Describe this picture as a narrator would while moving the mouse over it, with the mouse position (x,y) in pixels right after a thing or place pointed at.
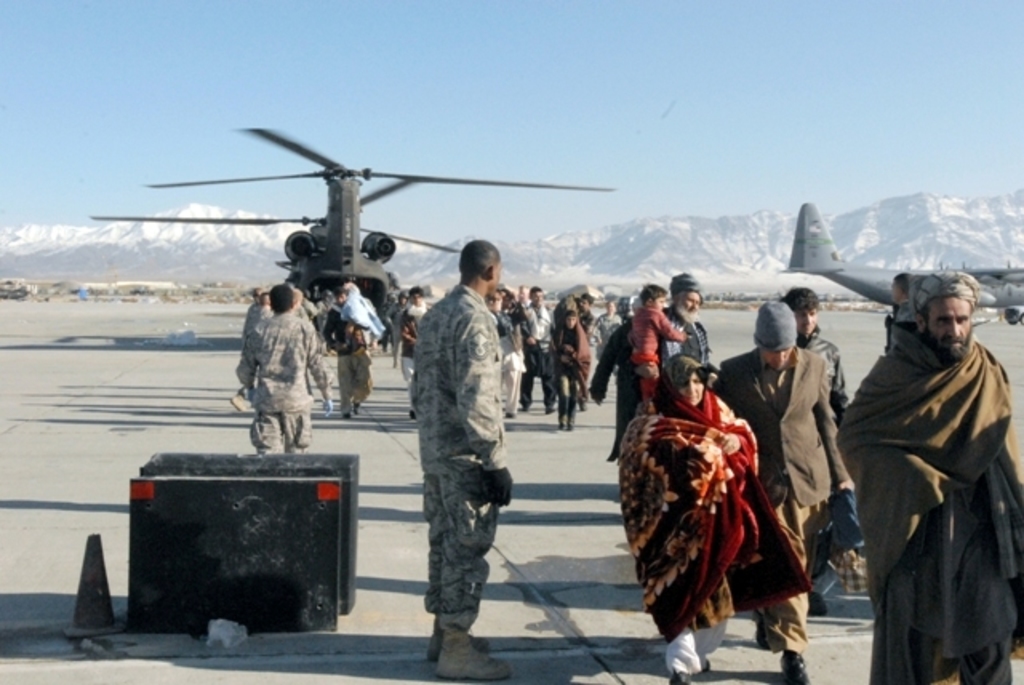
In this picture we can see some people (708,352) are walking, there is a man (436,552) standing in the middle (451,455), on the left side (87,603) we can see a traffic cone (85,590) and a box (171,569), there are two aircraft (985,289) in the middle (343,241), in the background (677,240) we can see hills (929,219), there is the sky (571,215) at the top of the picture (595,81).
